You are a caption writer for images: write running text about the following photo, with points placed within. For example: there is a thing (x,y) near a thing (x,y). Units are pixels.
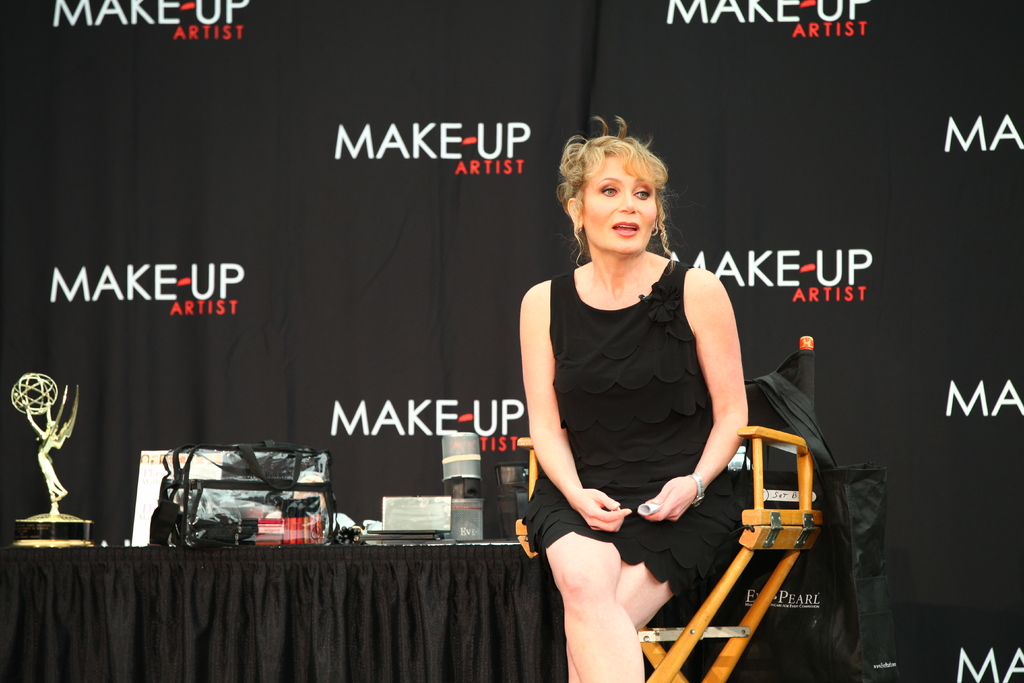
In this image we can see a woman (644,456) is sitting on the chair (672,649). She is wearing a black color dress (694,417) and holding an object (643,507) in her hand (672,516). Behind her, we can see a table (457,565). On the table (424,566), we can see a trophy (49,465), bag (205,472) and so many objects (467,438). In the background (406,137), we can see the banner (848,258). We can see a bag (837,490) on the right side of the image (854,480).
